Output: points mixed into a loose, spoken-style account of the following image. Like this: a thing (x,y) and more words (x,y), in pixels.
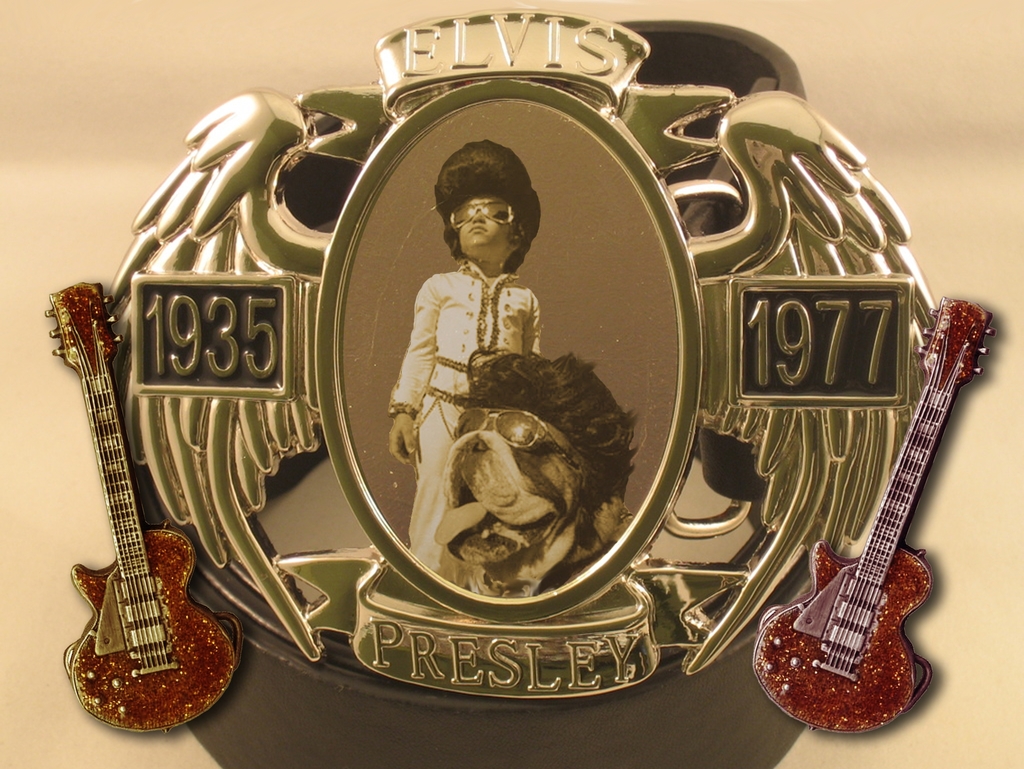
In this image there is a design photo frame (230,337) in which there is a photo (539,300). There are two guitars (143,543) on either side of the frame (281,343). In the frame (283,330) there is a boy (455,354), beside the boy (484,298) there is a dog (542,465).
